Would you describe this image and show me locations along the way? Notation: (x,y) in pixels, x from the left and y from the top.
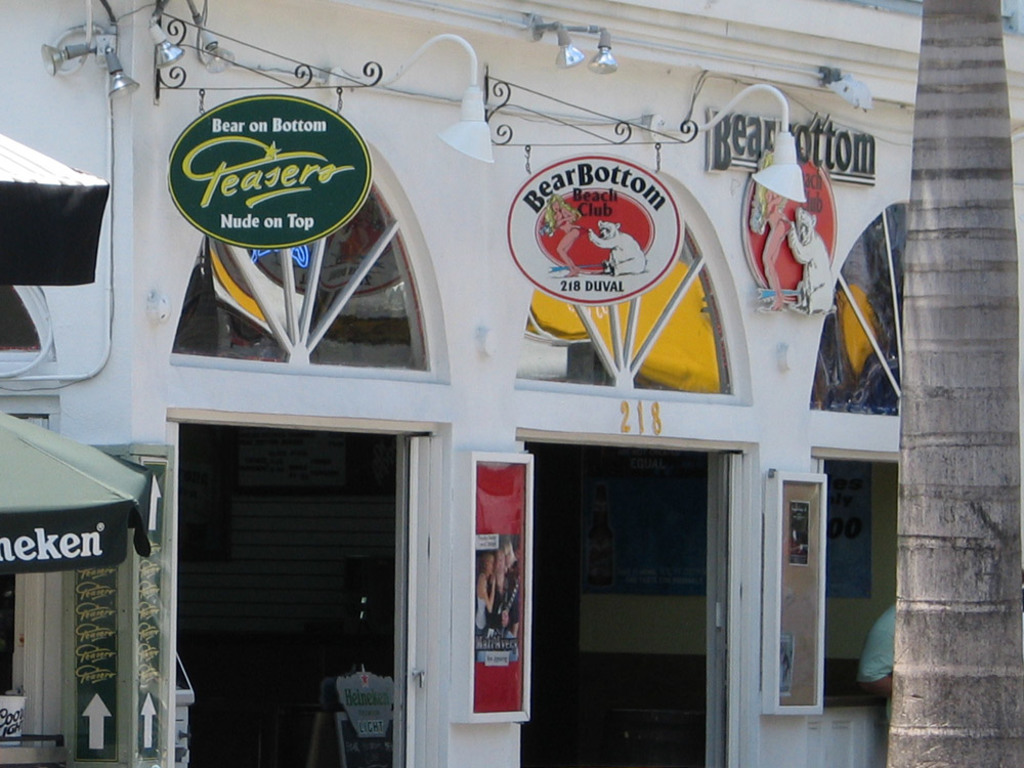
This image consists of a building (662,654) in white color. On which there are boards (621,290). To the right (948,481), there is a tree (948,552). To the left (36,211), there is a small tent (54,219).
